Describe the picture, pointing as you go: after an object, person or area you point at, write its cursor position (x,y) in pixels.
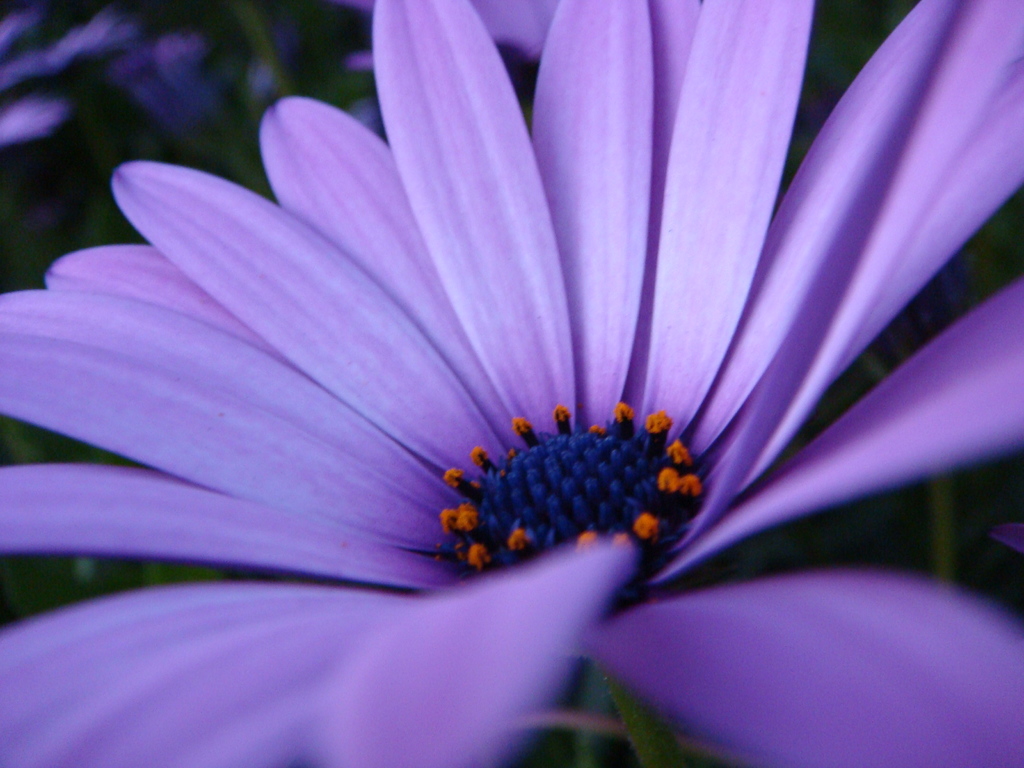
In this picture there is a flower (436,177) in the center of the image (345,303) and there are other flowers (520,36) in the background area of the image (171,50).
